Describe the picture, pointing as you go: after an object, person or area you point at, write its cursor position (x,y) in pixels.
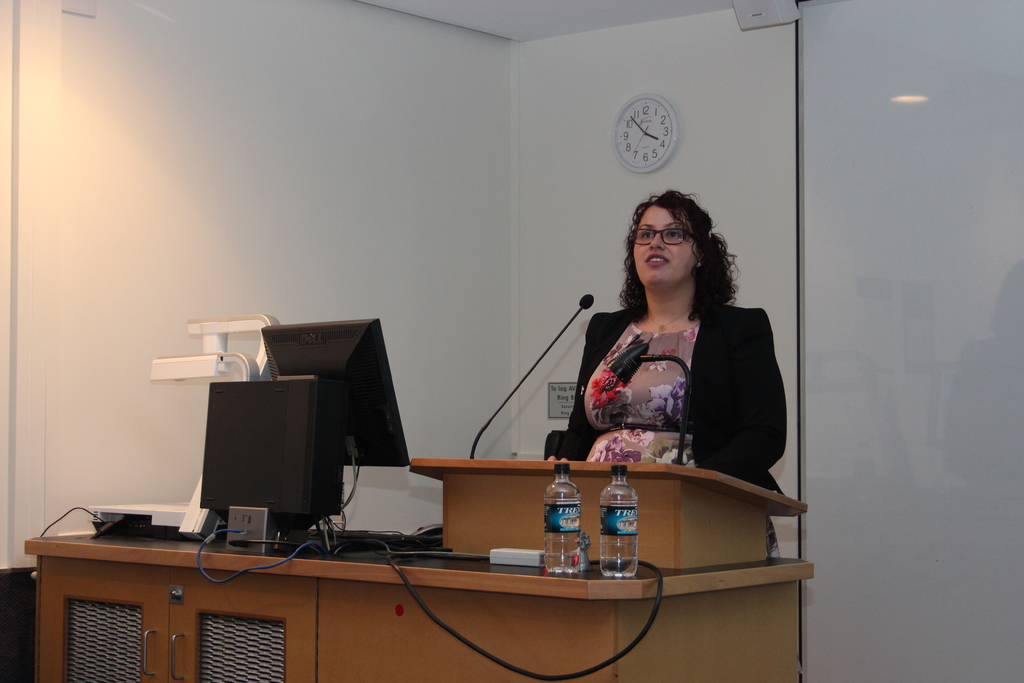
As we can see in the picture that a woman (651,335) is standing and talking something. These are the microphones (589,299), bottle (577,511), system (320,516), cable wire (330,546) and a table (363,599). This is a wall (616,104) on which a clock (644,143) is stuck.
